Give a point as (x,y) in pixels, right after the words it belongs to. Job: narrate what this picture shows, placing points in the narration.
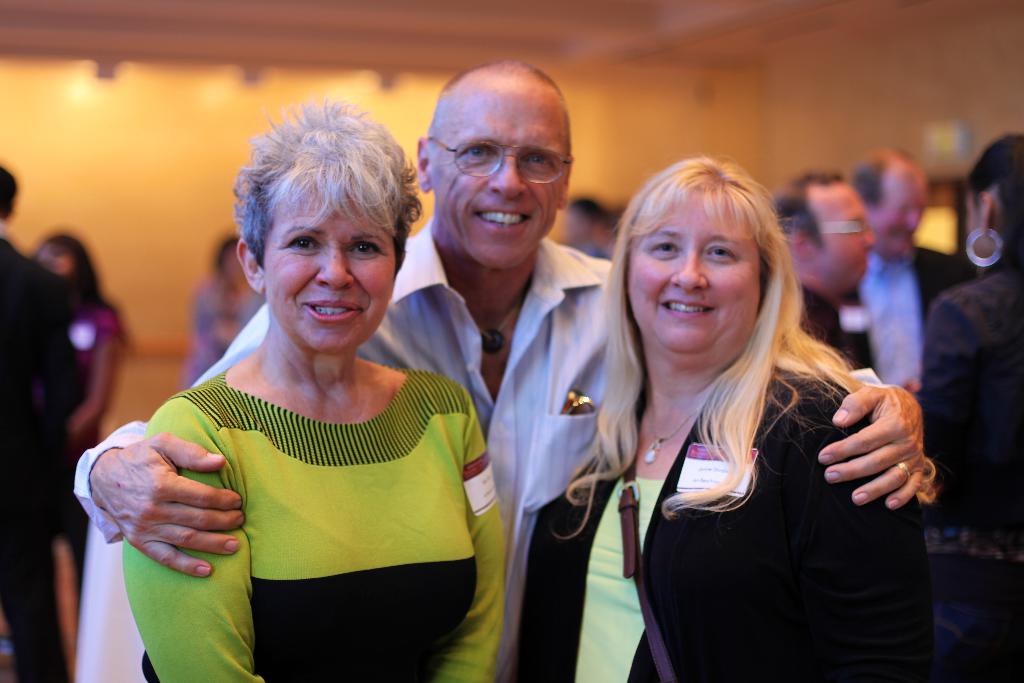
In this image in the foreground (537,320) there are three persons (476,426) standing and smiling, and one person (593,449) is wearing a hand bag (632,540). And in the background (614,189) there are a group of people (75,286) and wall (402,102).
